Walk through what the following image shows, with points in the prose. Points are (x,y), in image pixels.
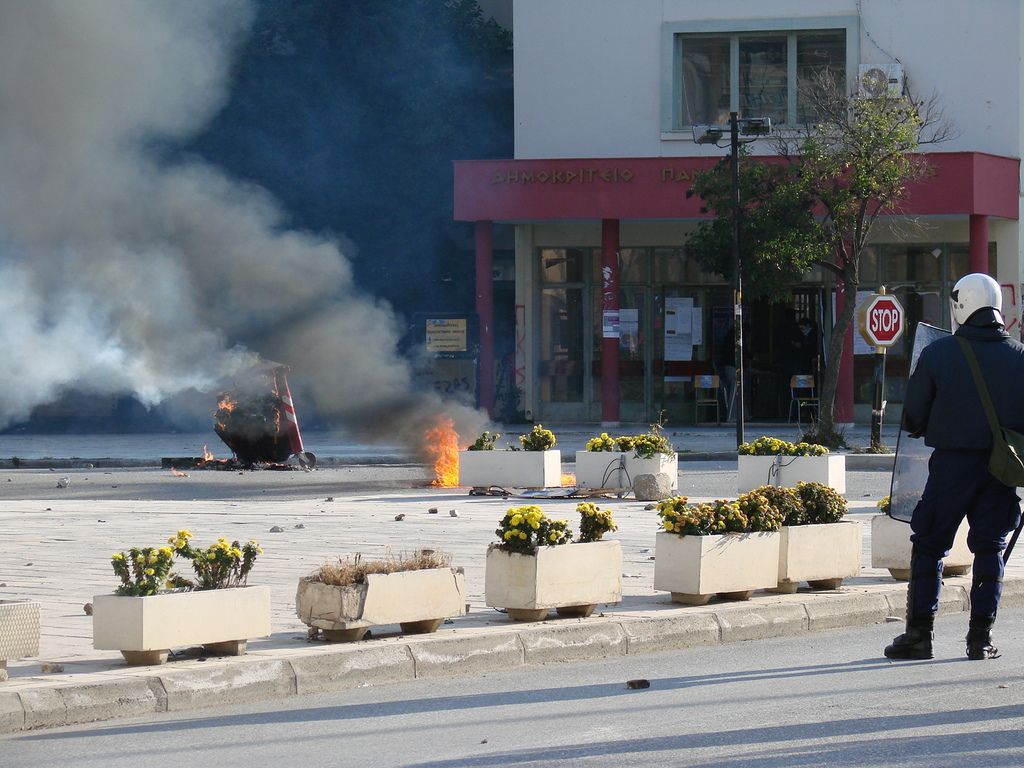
In this picture there is a person (1002,384) standing on the road (967,622) and wore helmet (982,285) and carrying a bag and we can see plants (780,519) with pots (888,564), boards (889,327), lights (706,141), poles (733,364), smoke (320,295) and tree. In the background of the image (771,213) we can see building (549,206), pillars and trees (361,173).
